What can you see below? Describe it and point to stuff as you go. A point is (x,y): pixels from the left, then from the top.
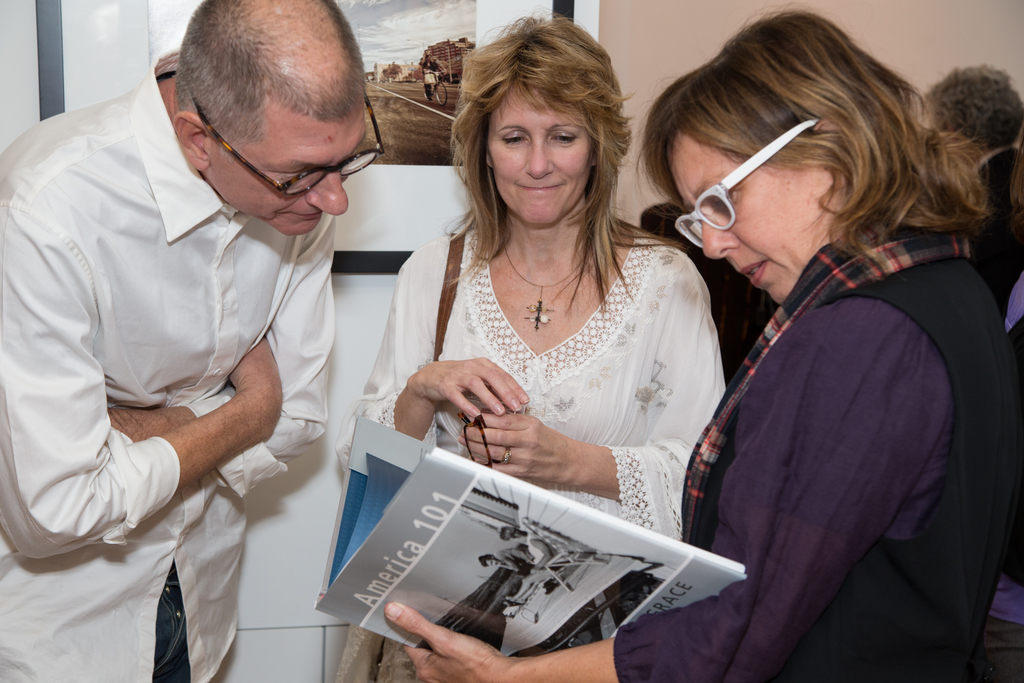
In the picture we can see group of people (539,359) standing, there is woman (772,184) who is holding some book (490,606) in her hands (468,641) and in the background (415,139) there is photo frame (390,230) which is attached to the wall (680,26).
